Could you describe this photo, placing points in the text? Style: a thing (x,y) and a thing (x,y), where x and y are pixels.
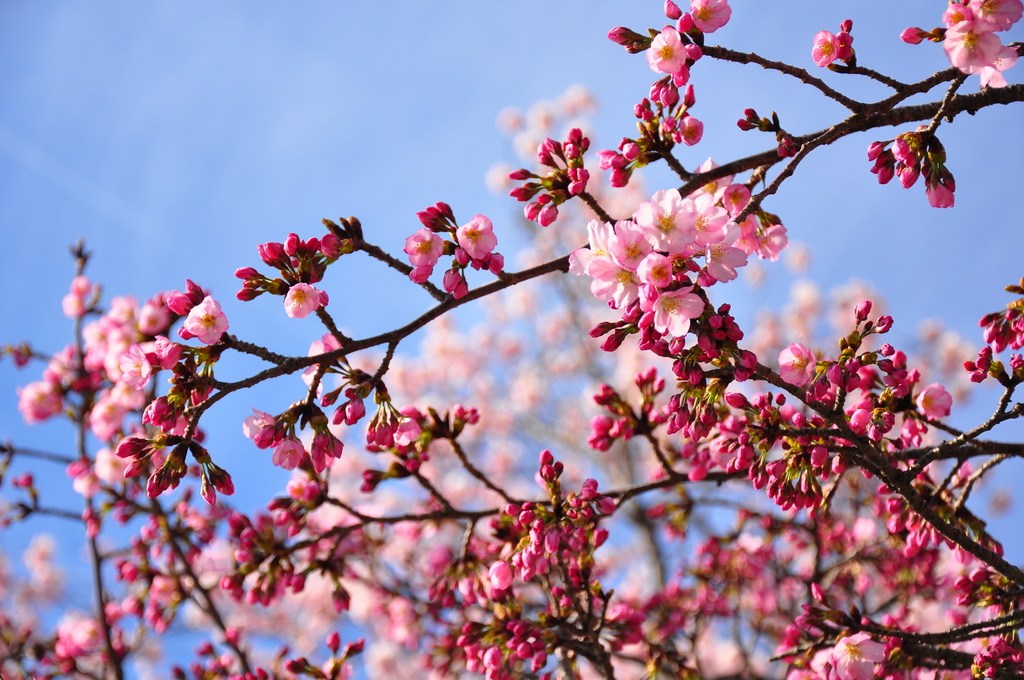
In this image there is a tree (929,450), there are flowers (171,408), the background of the image (535,342) is blurred, at the background of the image (319,91) there is the sky (316,153).
